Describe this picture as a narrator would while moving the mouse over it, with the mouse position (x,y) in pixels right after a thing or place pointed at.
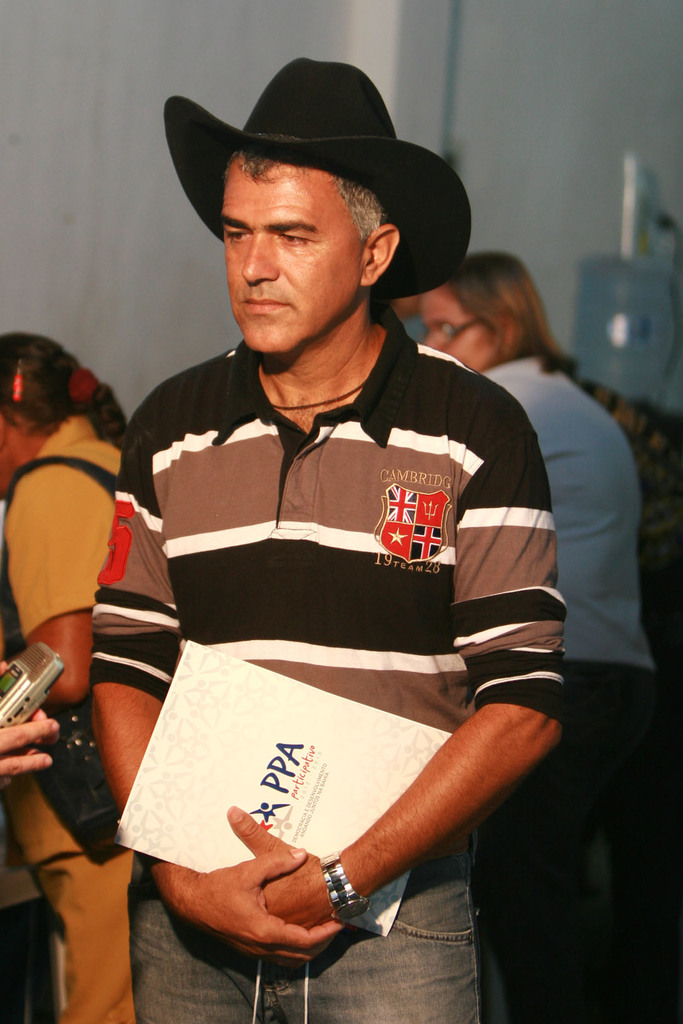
In this image I can see a man (371,628) is standing by holding a book (220,727) in his hand (264,855). He wore t-shirt (271,488), trouser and a hat (379,192), at the back side (42,568) there are few people (55,584).
